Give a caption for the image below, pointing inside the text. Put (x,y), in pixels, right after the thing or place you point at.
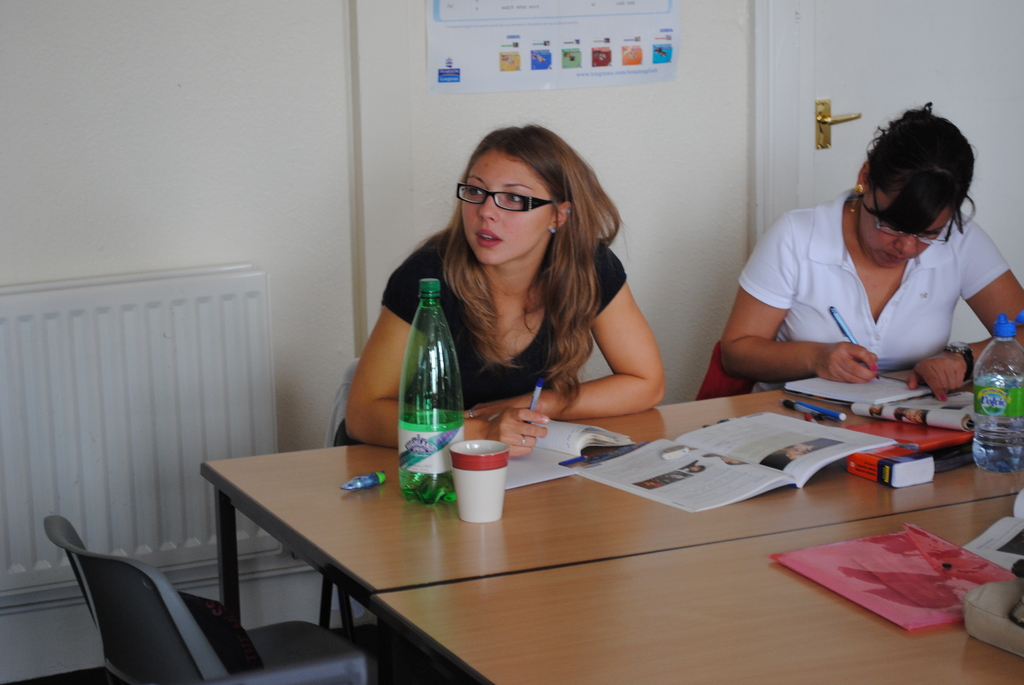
There are two women (780,298) sitting on the table (644,431) with books (626,440) and objects (995,433) on top of it. There is an unoccupied chair (204,650) over there.
